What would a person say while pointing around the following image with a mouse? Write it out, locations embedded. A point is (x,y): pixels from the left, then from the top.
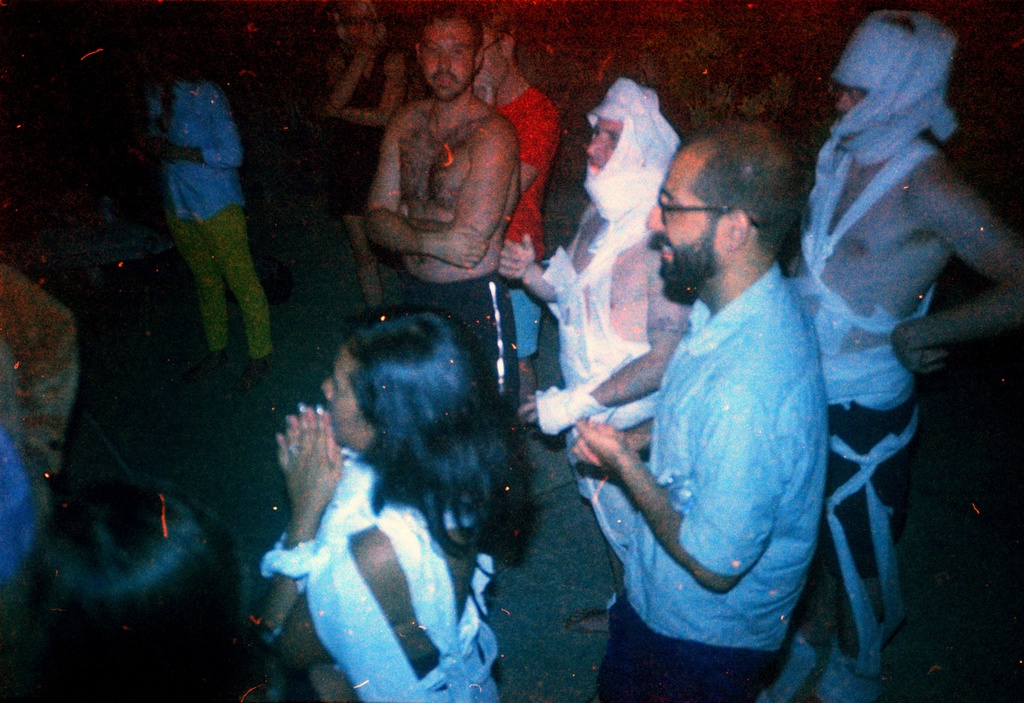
In this picture we can see a group of people (447,256) standing. Behind the people (186,149) there is the dark background (66,85).
